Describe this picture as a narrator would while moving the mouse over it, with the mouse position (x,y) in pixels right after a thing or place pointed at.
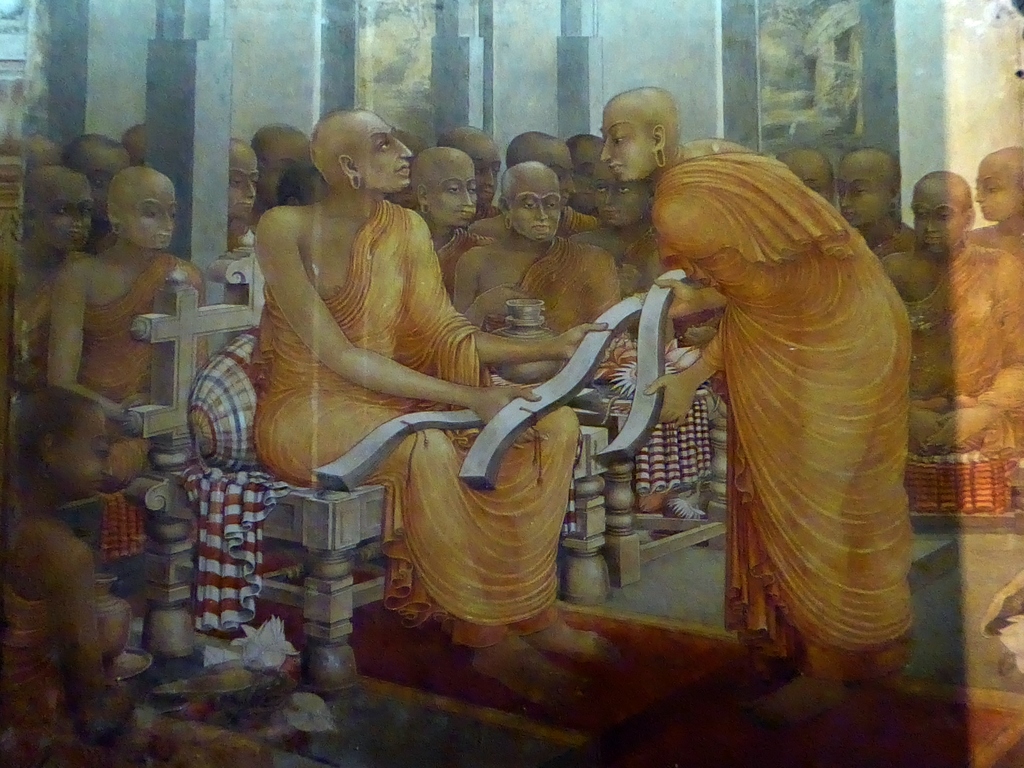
This is a painting of a temple (152,39), there are many monks (97,394) sitting inside a temple (269,8), in the front (271,409) there is monk (271,409) sitting on a chair (317,600) and holding scripts (561,393).
